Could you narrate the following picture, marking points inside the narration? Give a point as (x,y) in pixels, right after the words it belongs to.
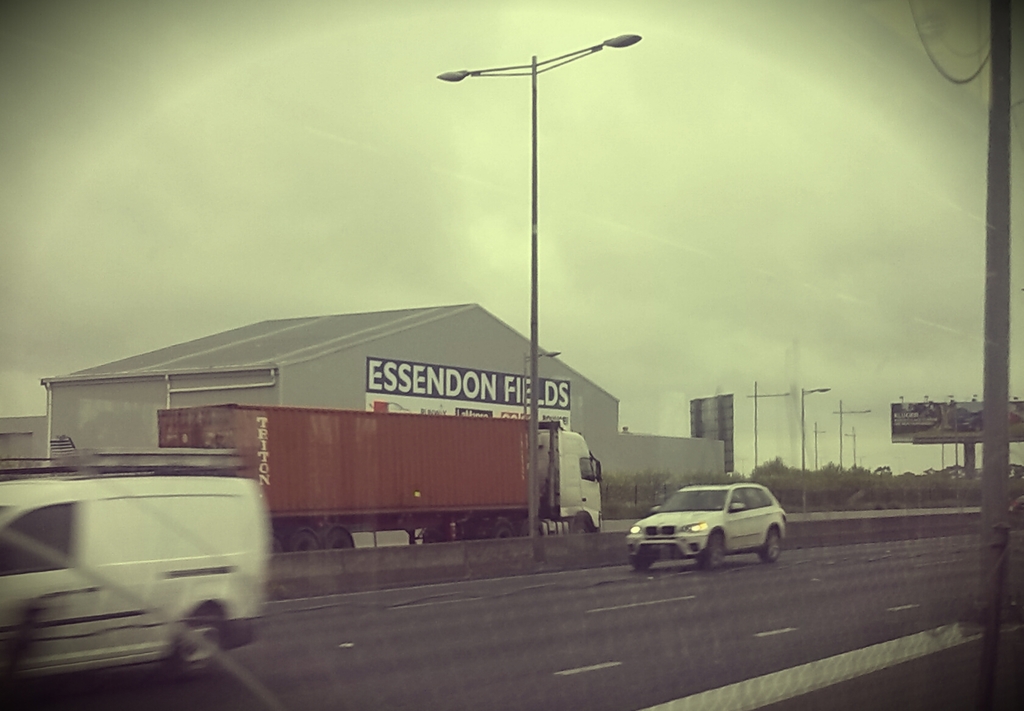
In this picture I can see there are vehicles (585,498) moving and there are buildings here in the backdrop (557,366) and the sky (244,306) is cloudy.
